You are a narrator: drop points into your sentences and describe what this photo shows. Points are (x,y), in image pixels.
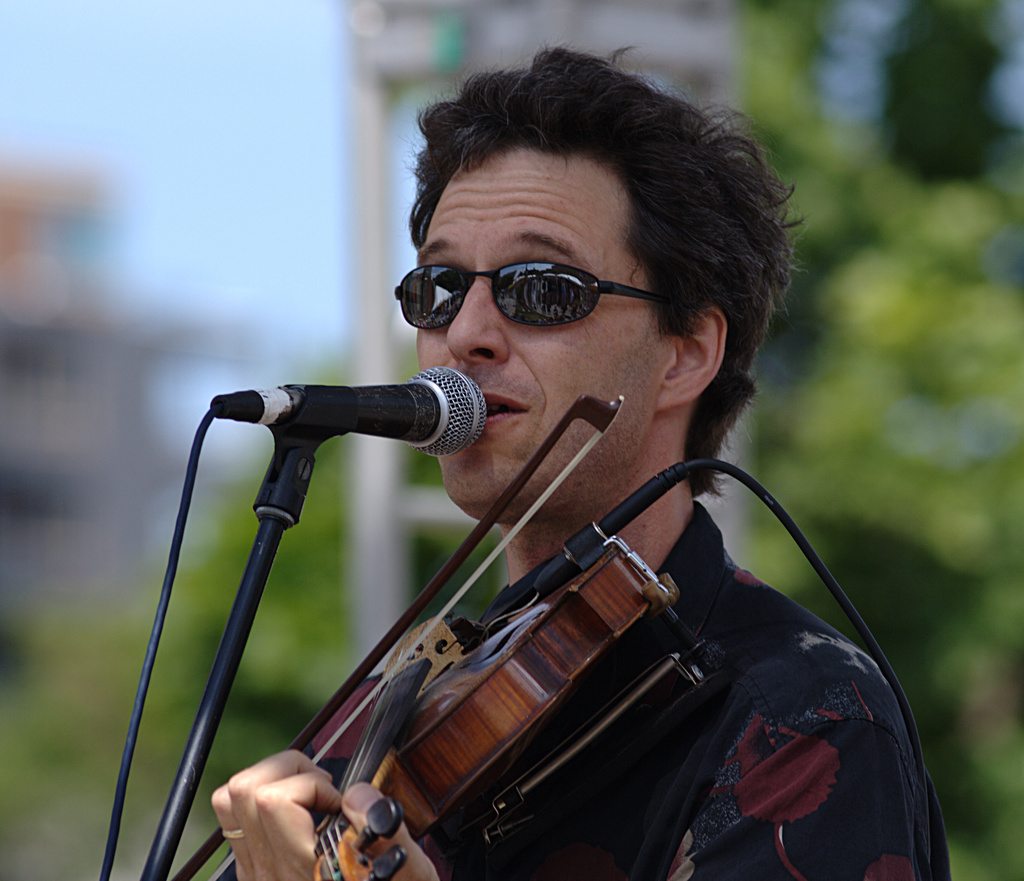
In this image there is a person (790,721) wearing black color shirt (752,681) and goggles (518,270) playing violin (608,573) in front of him there is a microphone (375,404).
